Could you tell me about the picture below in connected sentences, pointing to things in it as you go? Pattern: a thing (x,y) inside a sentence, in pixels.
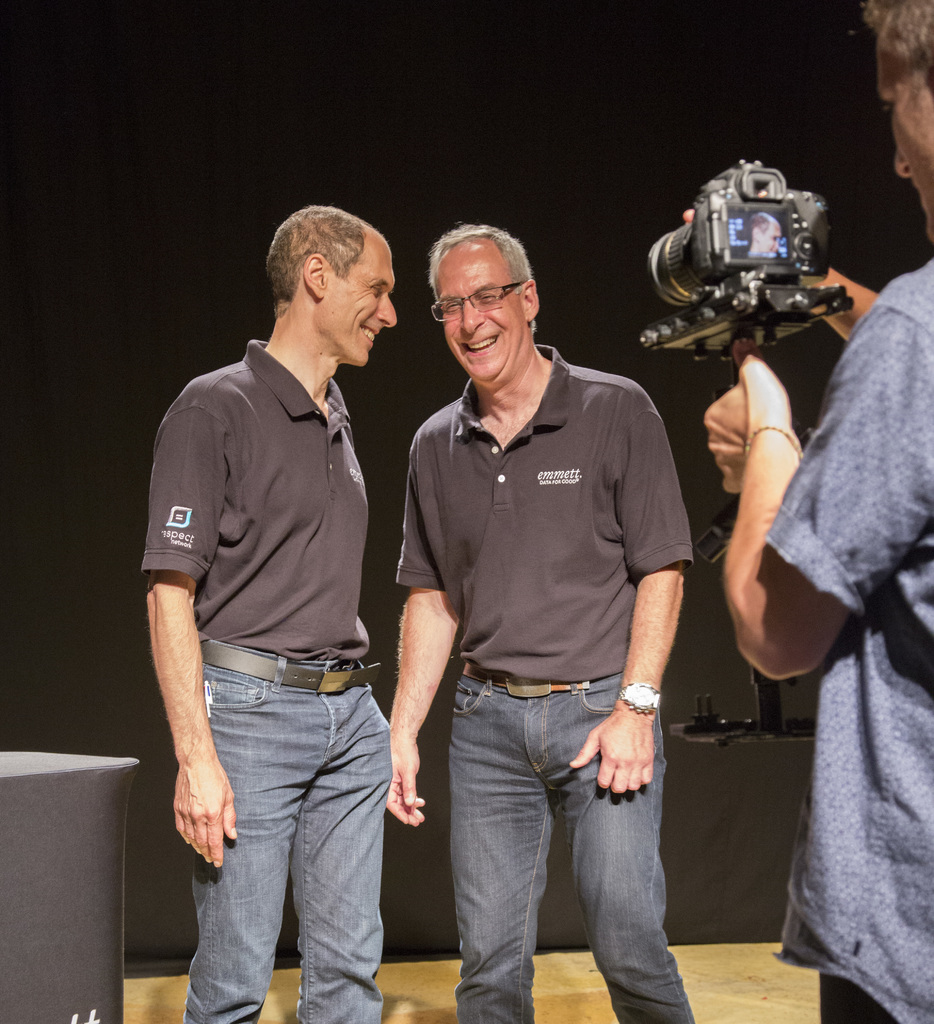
It is a photograph there are two men (414,525) standing and laughing, in front of them there is another man (843,861) who is capturing them from the camera (668,254) in the background (367,107) there is a black cloth (568,48).
